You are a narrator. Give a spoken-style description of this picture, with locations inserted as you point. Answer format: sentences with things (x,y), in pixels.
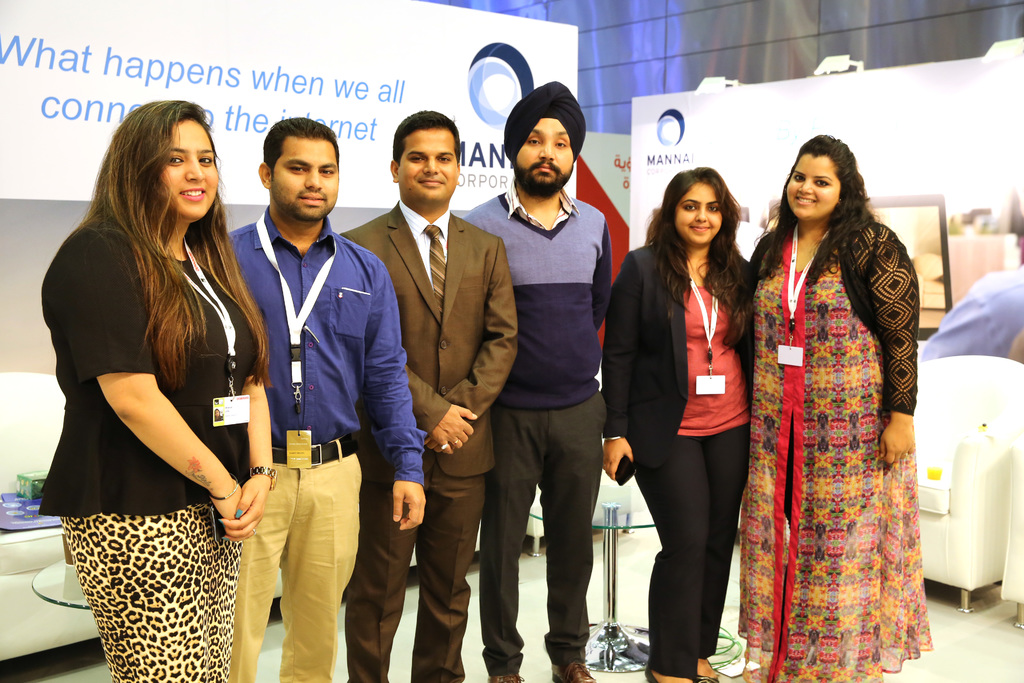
This image is taken indoors. At the bottom of the image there is a floor (1007,646). In the background (346,154) there are a few boards (106,83) with text (180,67) on them and there are a few couches (965,468) on the floor (79,666) and there is a table (611,520). In the middle of the image (545,328) three men (329,341) and three women (198,418) are standing on the floor (602,680) and they are with smiling faces (198,185).
